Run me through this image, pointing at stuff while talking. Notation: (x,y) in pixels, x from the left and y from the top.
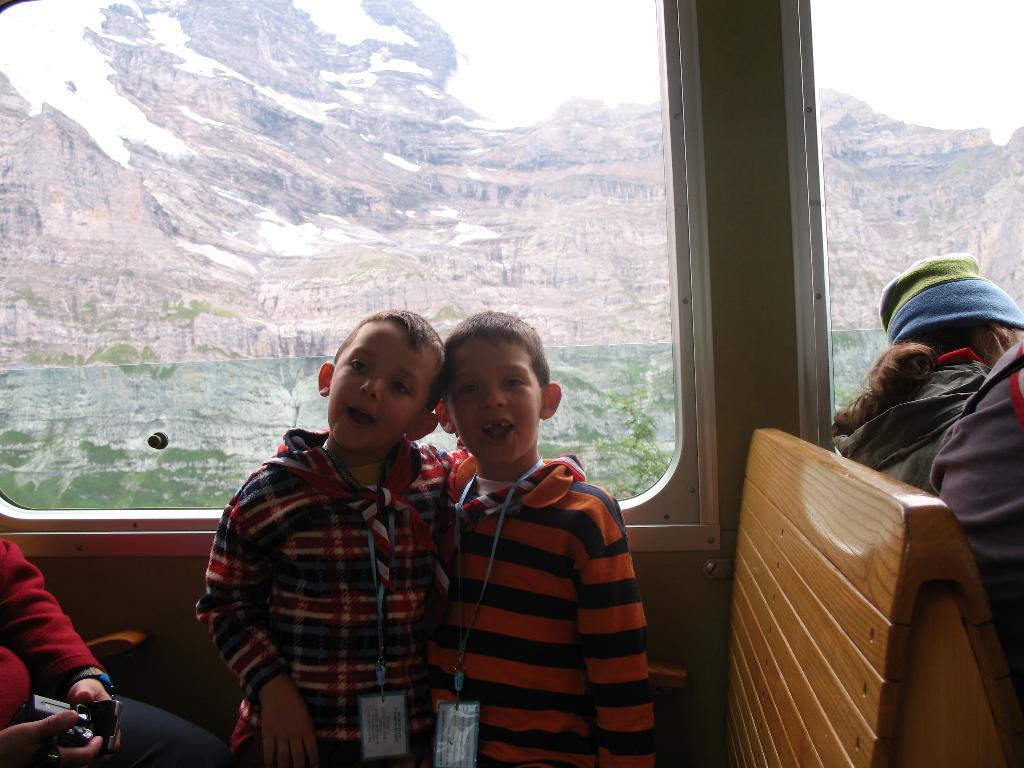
In the image we can see a vehicle (191,687), in the vehicle (974,714) few people (993,363) are standing and sitting. Behind them there is a glass window (512,4). Through the glass windows (334,107) we can see some hills (218,125).
